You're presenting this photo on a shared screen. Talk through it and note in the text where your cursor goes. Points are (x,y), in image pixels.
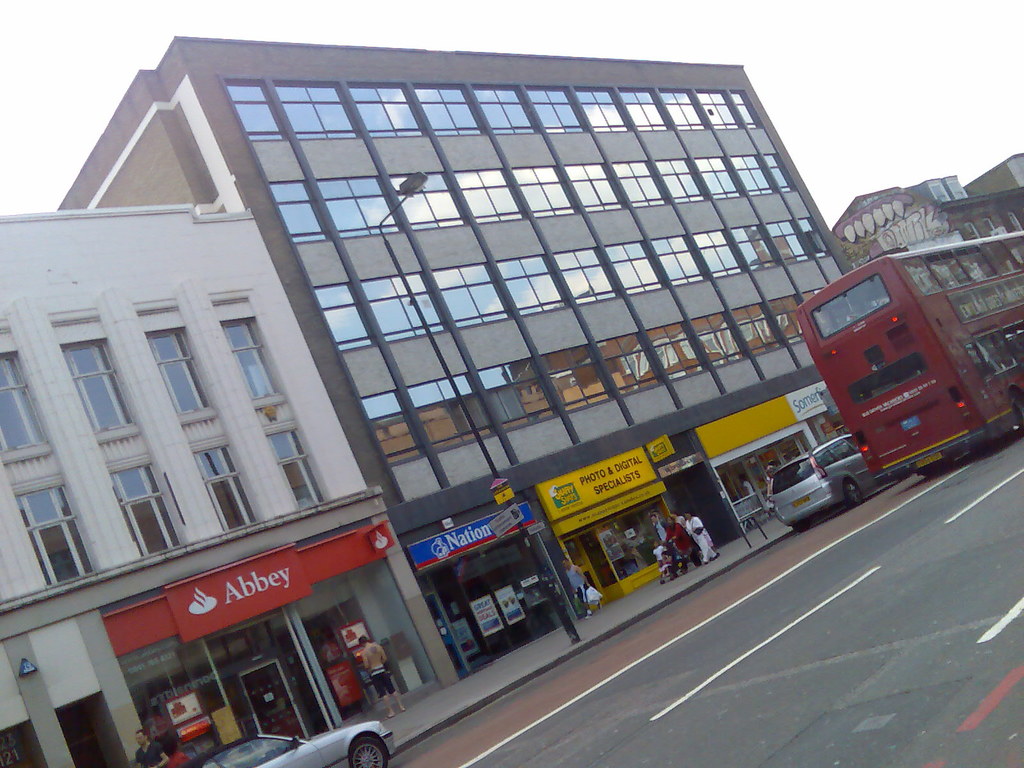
In this image we can see few vehicles (293,760) on the road (679,625), there are few people (379,675) on the pavement (498,674), few buildings (557,621), a light pole (403,191) and board (501,480) to the light pole (418,180) and the sky (71,153) in the background (765,16).
